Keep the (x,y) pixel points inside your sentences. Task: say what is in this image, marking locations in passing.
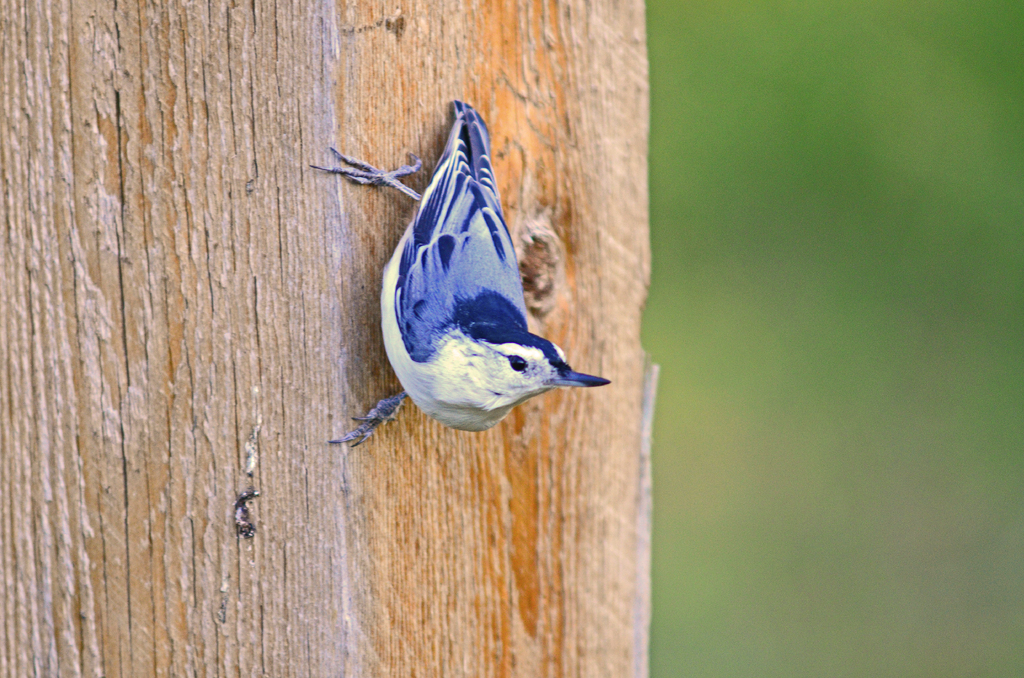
In this image, we can see a bird (456,286) on the wooden surface (219,599).
